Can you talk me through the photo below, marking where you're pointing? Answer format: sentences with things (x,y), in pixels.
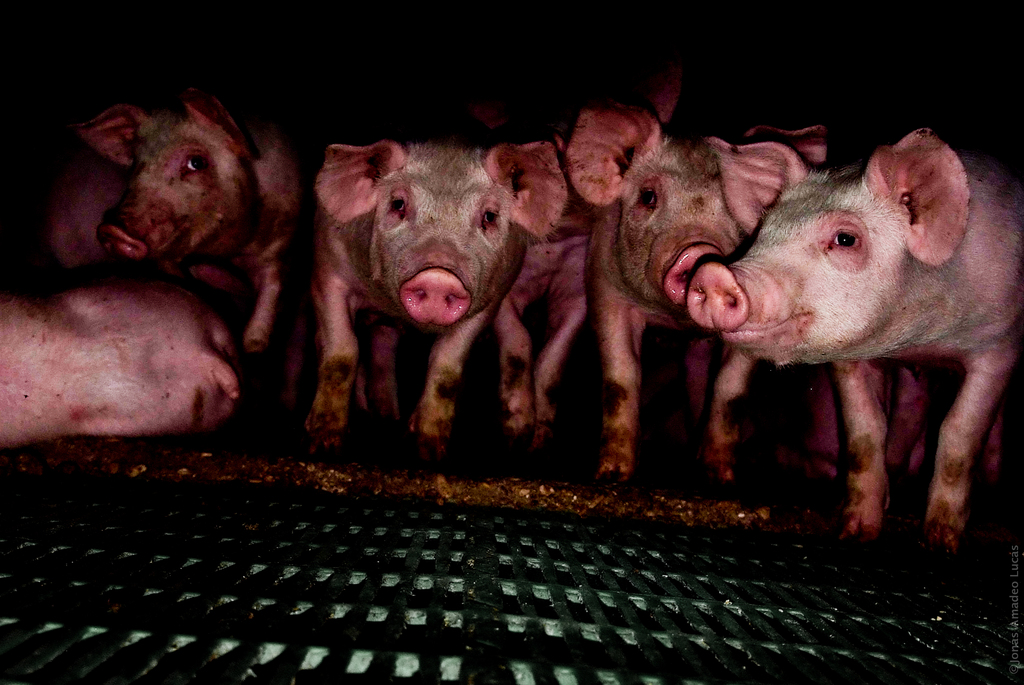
In this picture I can see many pigs (501,188) on the floor (740,493). At the bottom (465,623) there is a steel plate (604,669).
